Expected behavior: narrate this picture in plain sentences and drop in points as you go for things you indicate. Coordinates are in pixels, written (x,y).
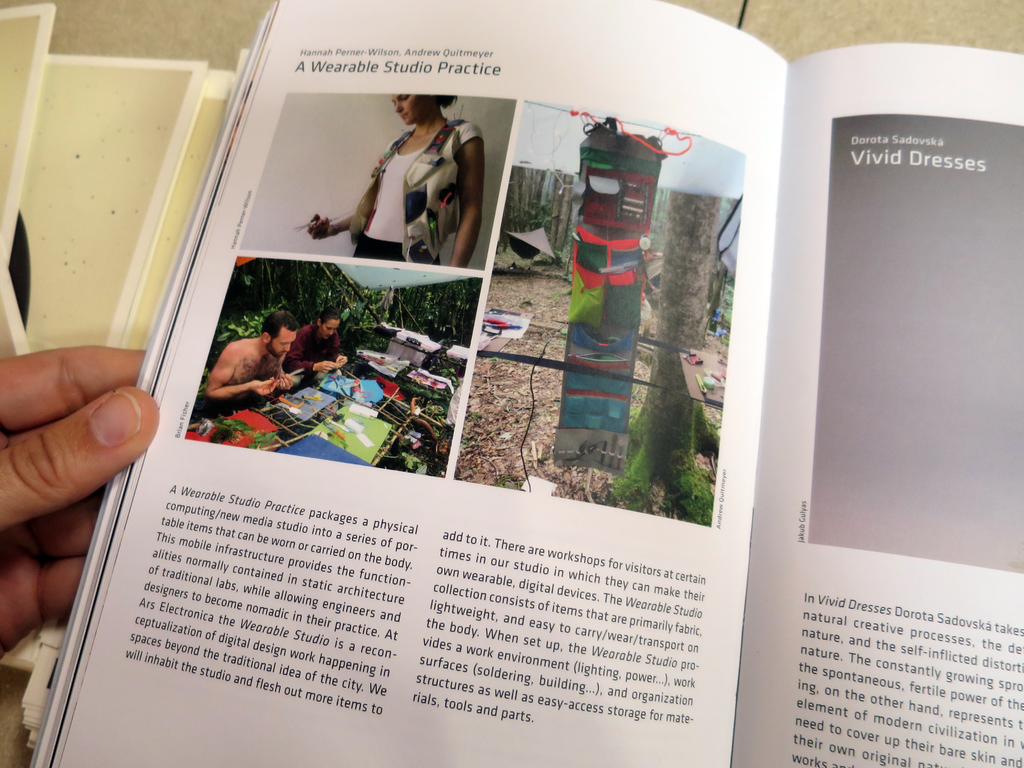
In this picture we can see a person's hand (60,494), book (366,250) on the surface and in this book (694,188) we can see some people (466,153), trees (687,283), some objects (544,349) and some text (450,560).
